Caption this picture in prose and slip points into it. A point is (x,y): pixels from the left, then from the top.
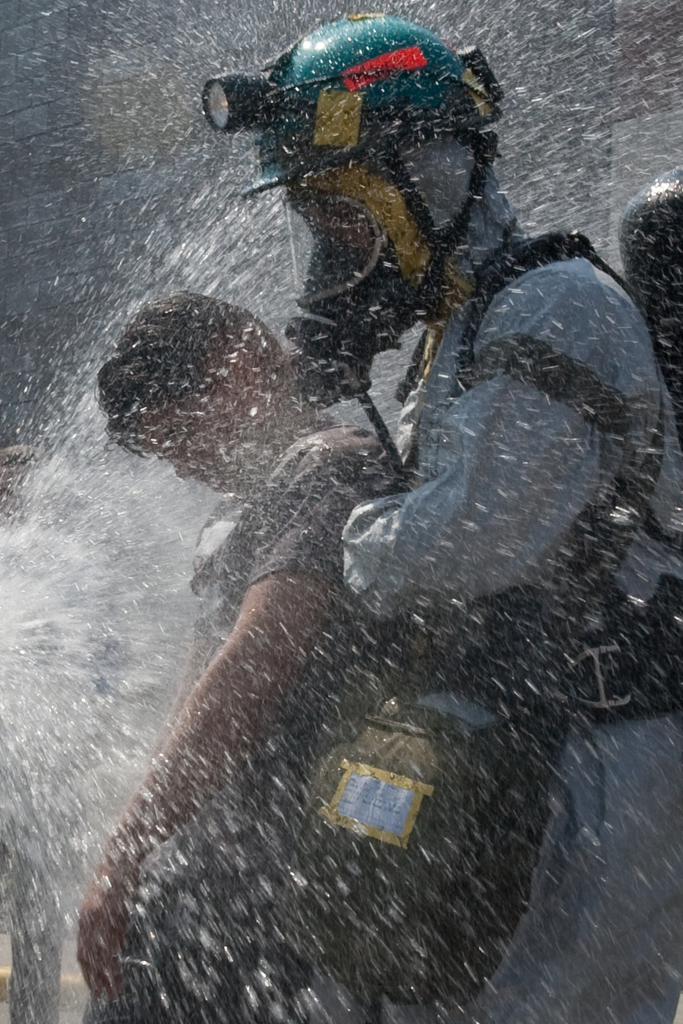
This image is taken outdoors. In the middle of the image (343,519) two men (252,969) are standing. On the right side of the image (653,237) there is a cylinder (633,240). On the left side of the image (109,574) there is water (67,594) in the air (123,577).
